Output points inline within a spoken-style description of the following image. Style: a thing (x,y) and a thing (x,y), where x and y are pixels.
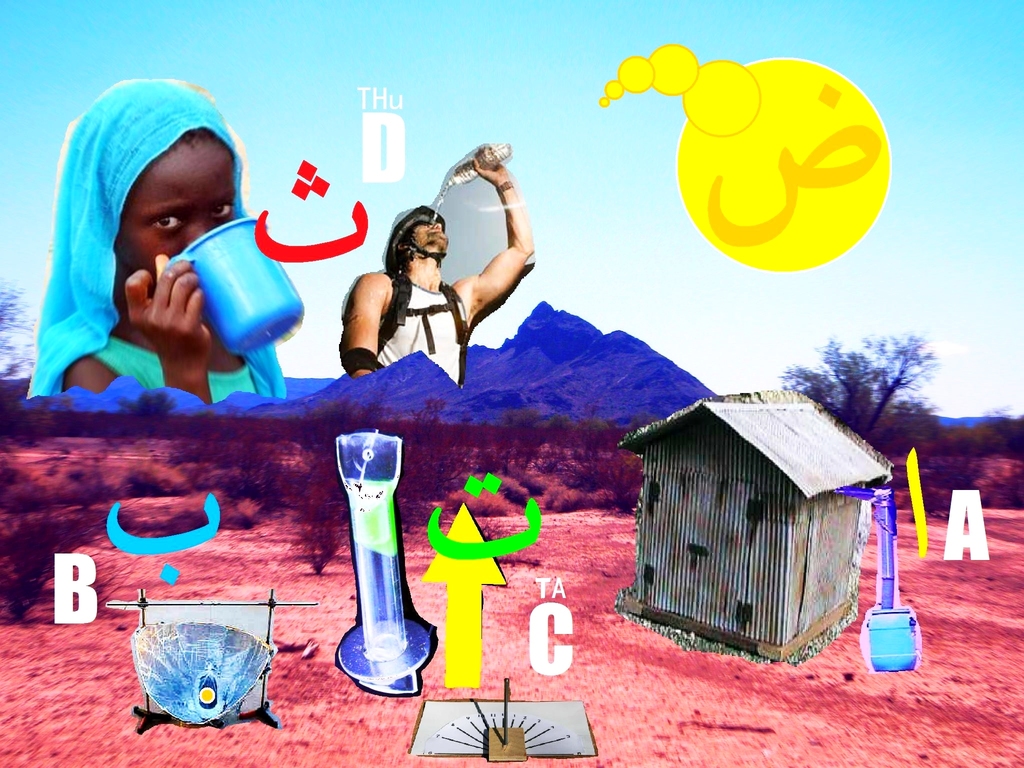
In the picture I can see many things (178,365). Here I can see a person (216,183) wearing blue color dress (241,377) is holding a blue color cup (223,302) and is on the left side of the image (145,347), here I can see a man (410,300) wearing T-shirt (434,301) and helmet (414,222) is carrying a backpack (392,291) and is holding a water bottle (464,172) in his hands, here I can see a house (830,505), few more objects (895,514), here I can see trees (909,392), mountains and the sky (883,254) in the background (885,235).
